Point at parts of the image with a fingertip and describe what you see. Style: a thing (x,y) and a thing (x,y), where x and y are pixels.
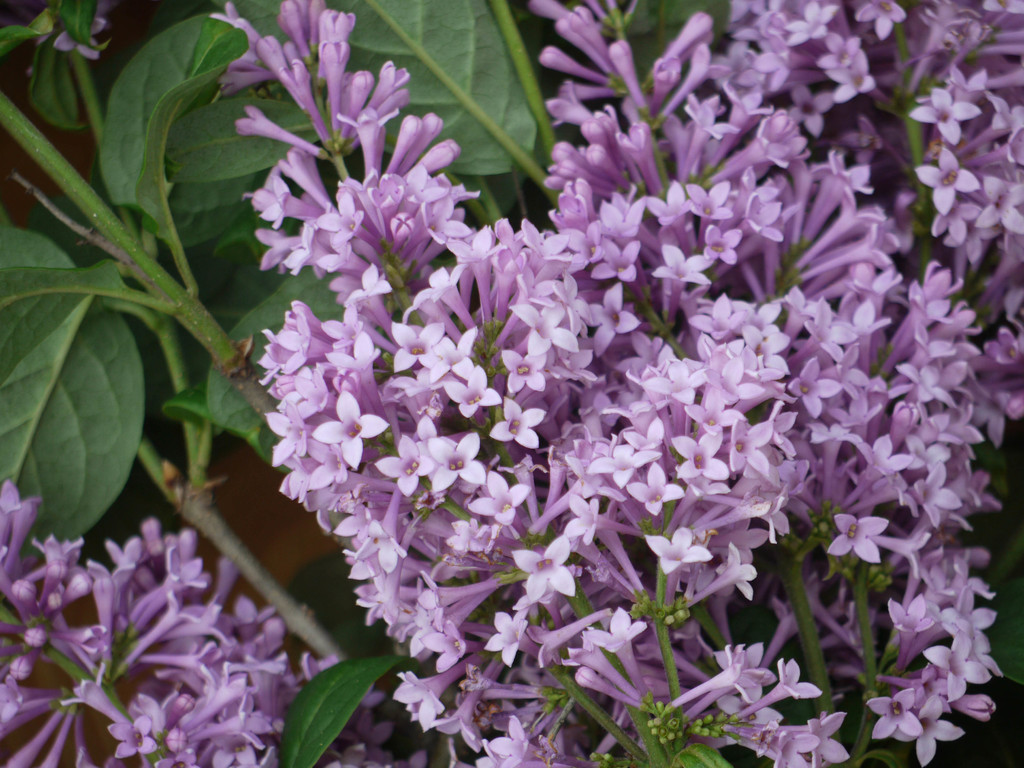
In this picture we can see a group of flowers (429,502) and leaves (407,42).
